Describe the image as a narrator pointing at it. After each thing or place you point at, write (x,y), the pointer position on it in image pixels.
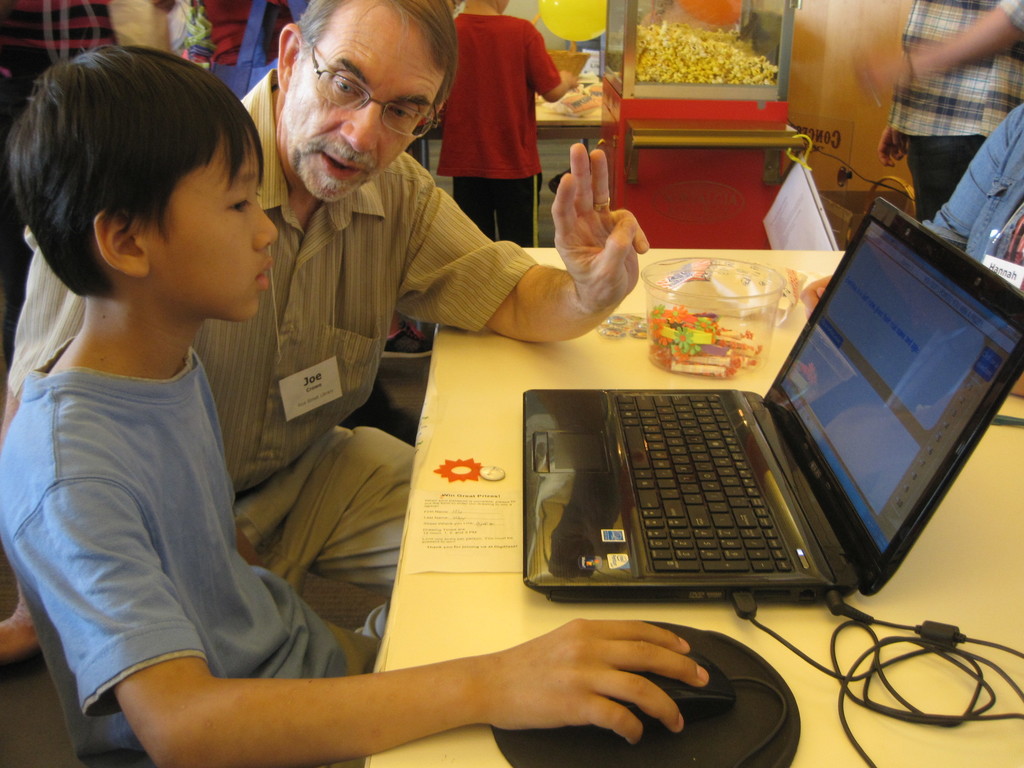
In this picture we see an old man (334,247) talking to the kid (157,329) who is working on the laptop (880,261) using a mouse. In the background (723,148), we can other people (860,75) and a popcorn machine (711,95).
